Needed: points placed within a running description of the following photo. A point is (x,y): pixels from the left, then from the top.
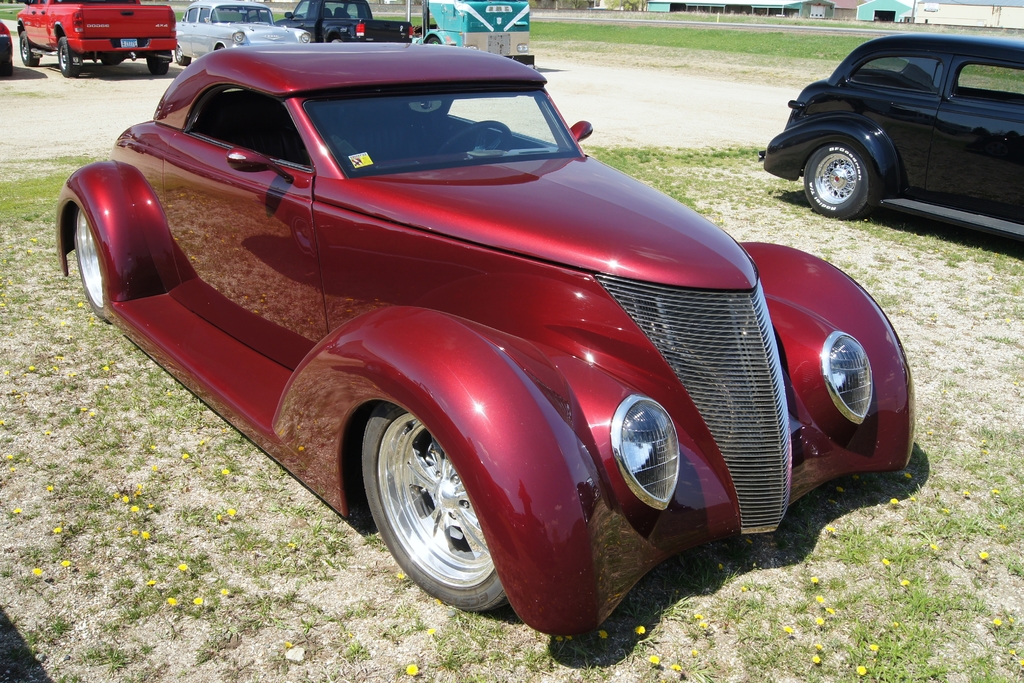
In the image, different cars (494,96) are parked on the land (47,227) and in the background (858,9) there are many big compartments (905,9).
